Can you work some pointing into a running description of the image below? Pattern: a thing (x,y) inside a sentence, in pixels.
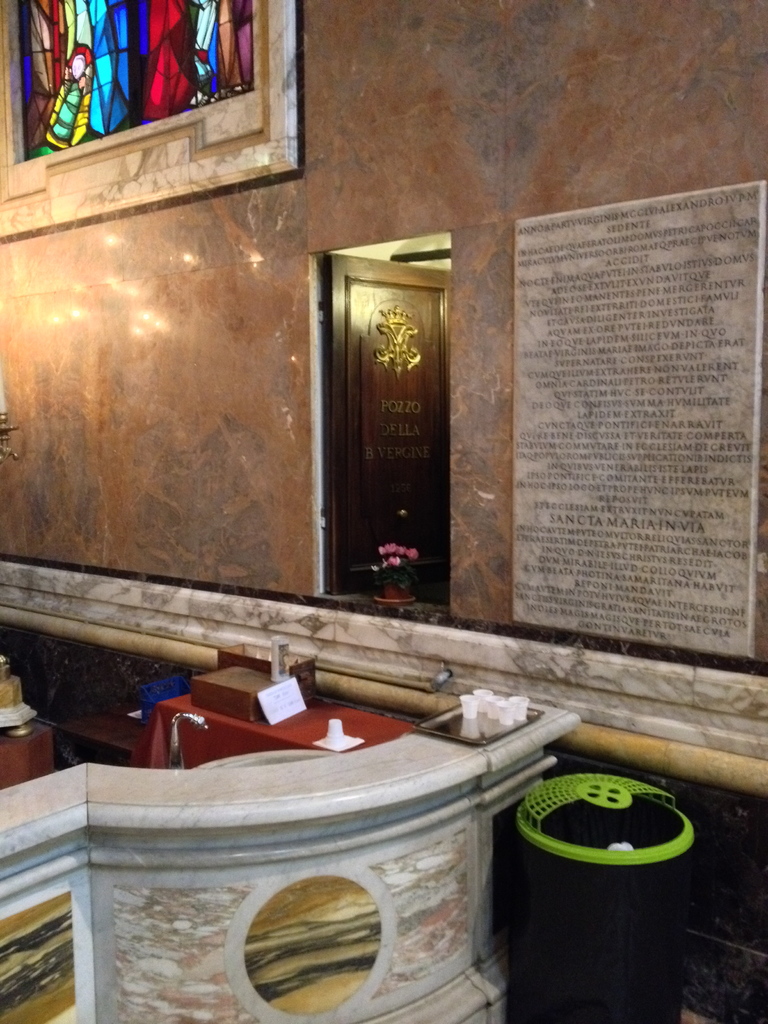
This picture is an inside view of a room (313,641). In this picture we can see the boards (653,494), wall (258,225), lights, garbage bin (582,927), tables (315,723). On the tables (319,814) we can see a tray (462,739), glasses (341,729), box (219,707), board (272,707), paper (274,701). At the bottom of the image (692,1015) we can see the floor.
